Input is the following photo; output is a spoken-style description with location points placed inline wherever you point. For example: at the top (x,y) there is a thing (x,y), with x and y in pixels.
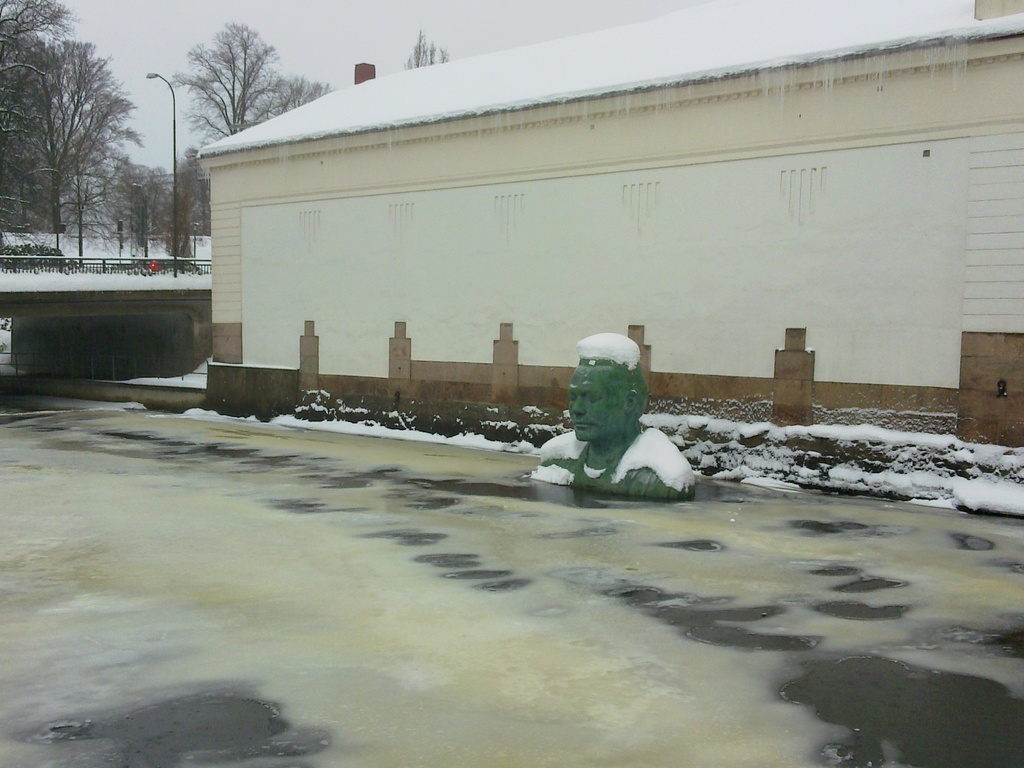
This picture is clicked outside. On the right (706,242) we can see a sculpture (604,382) of a person (615,391) and a house (705,182) and we can see the snow (402,87) on the roof (619,66) of the house (851,186). In the background (130,56) there is a sky (162,19), trees (185,84), poles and a bridge (10,297) and a lot of snow (123,255).
